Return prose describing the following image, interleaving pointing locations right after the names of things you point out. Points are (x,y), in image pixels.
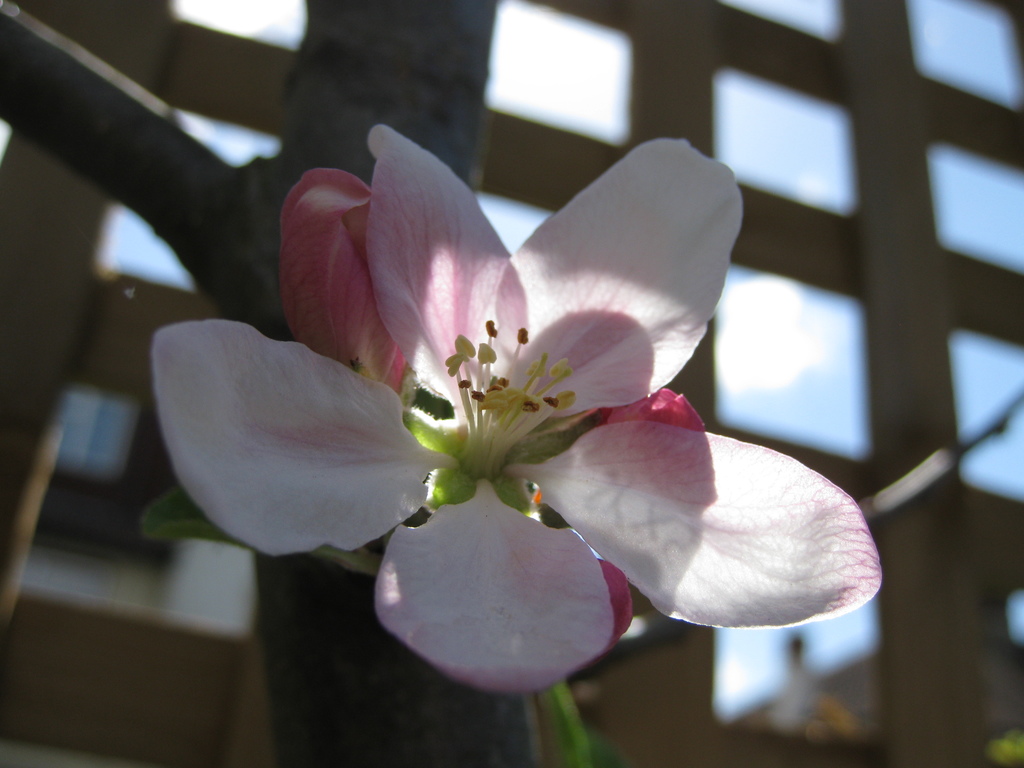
In this image I can see the flower (625,430) in white and pink color. In the background (215,19) I can see few buildings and the sky (837,169).
